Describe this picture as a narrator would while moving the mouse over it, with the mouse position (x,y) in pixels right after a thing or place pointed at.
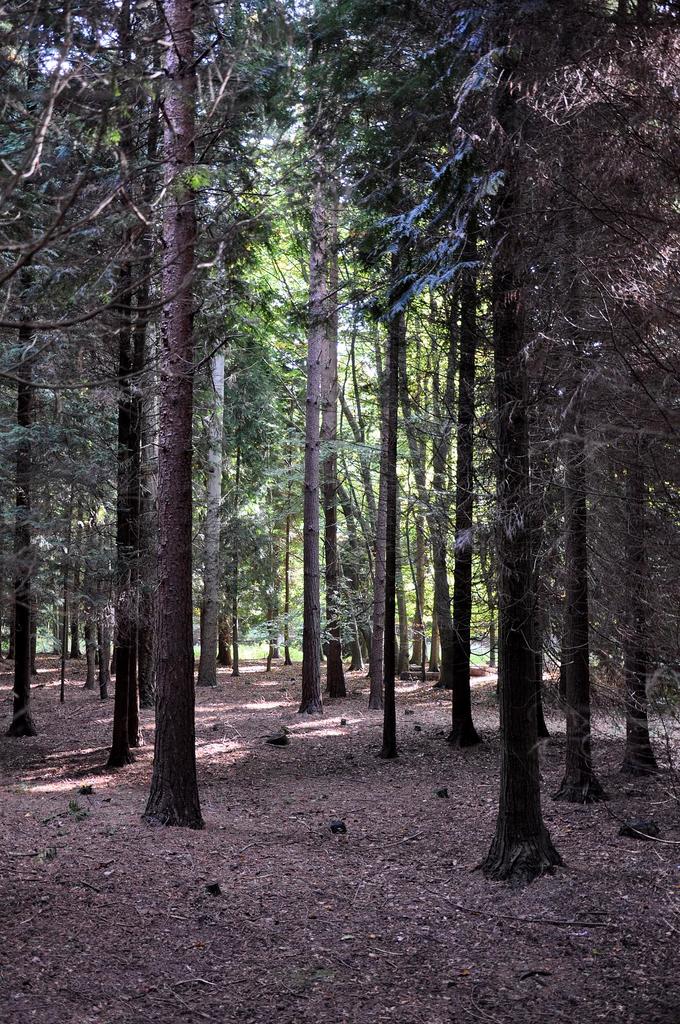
In the picture we can see a surface (393,850) with a mud (337,920) on it we can see a number of trees (164,787) and which is tall.
